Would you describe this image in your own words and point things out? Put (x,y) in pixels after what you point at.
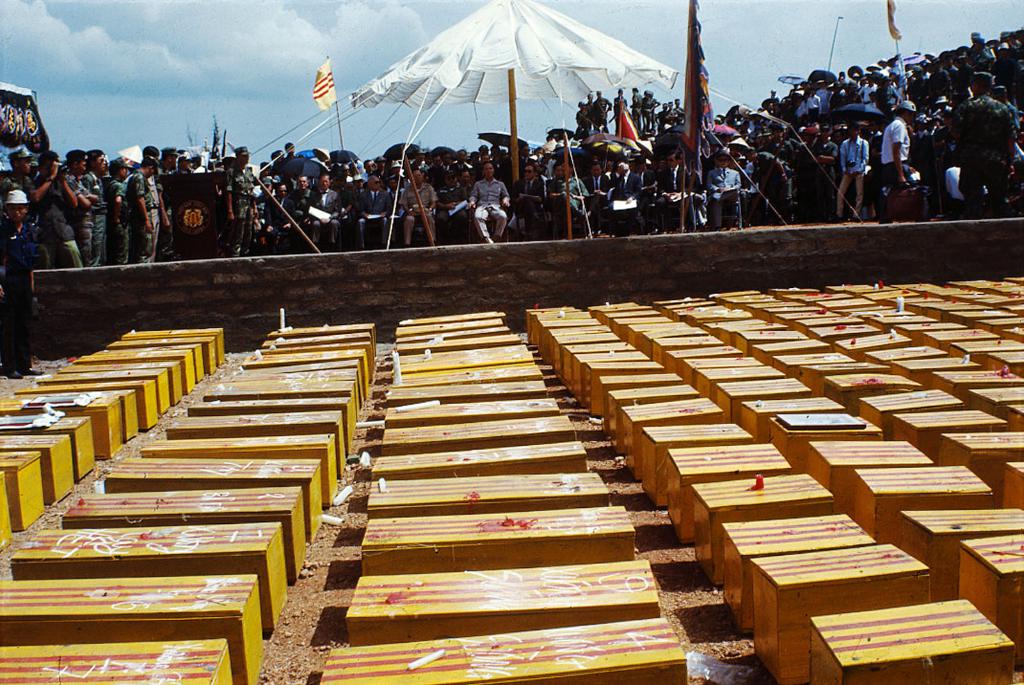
In this image at the bottom (908,516) there are some boxes (190,648), on the sand (320,625) and in the center (468,261) there is a wall (827,249). In the background (804,131) there are some people (362,227) who are sitting, and some of them are standing and there are some podiums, flags (623,113), tents (521,89), ropes (404,143) and some people (337,214) are holding papers (321,214). On the top of the image (165,29) there is sky (723,14).
